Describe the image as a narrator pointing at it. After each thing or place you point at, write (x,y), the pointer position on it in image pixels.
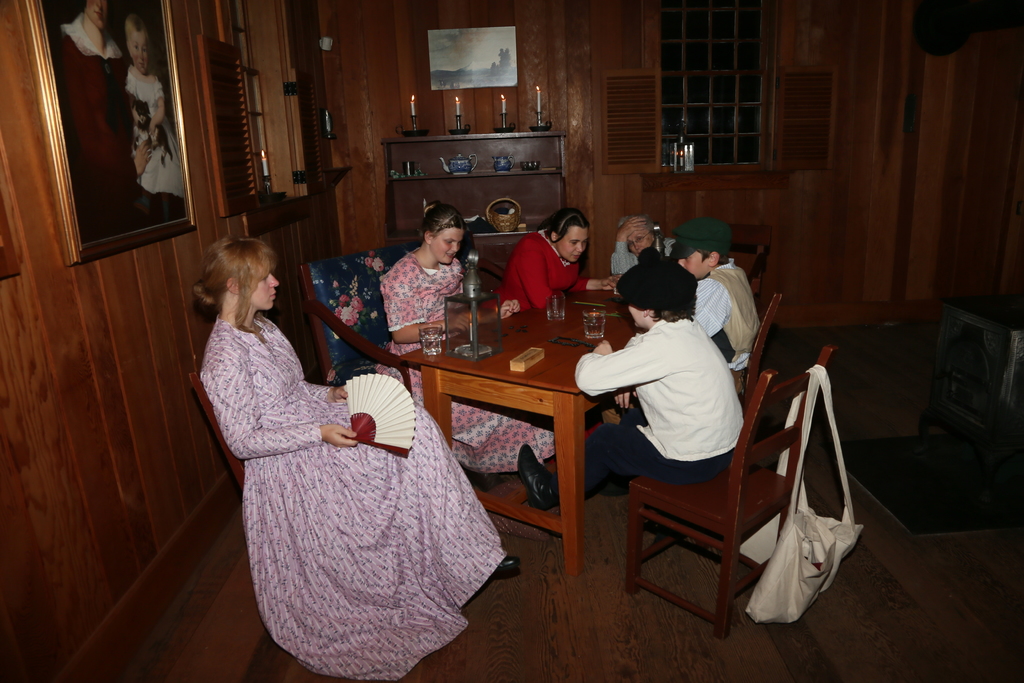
This picture is clicked inside the room (671,585). In this picture, we see people (682,286) are sitting on the chairs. In front of them, we see a table (527,379) on which glasses (422,327) and some objects (497,317) are placed. We see a white handbag (794,522) is hanging on the chair (741,558). The woman (336,523) on the left side (327,441) is holding the hand fan (380,390). On the left side (123,426), we see a wooden wall (90,349) on which photo frames (88,151) are placed. In the background (391,148), we see a rack (427,185) in which kettles (456,162) and candles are placed. In the background (519,84), we see the window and a wooden wall (904,273). This picture might be clicked in the dark.
